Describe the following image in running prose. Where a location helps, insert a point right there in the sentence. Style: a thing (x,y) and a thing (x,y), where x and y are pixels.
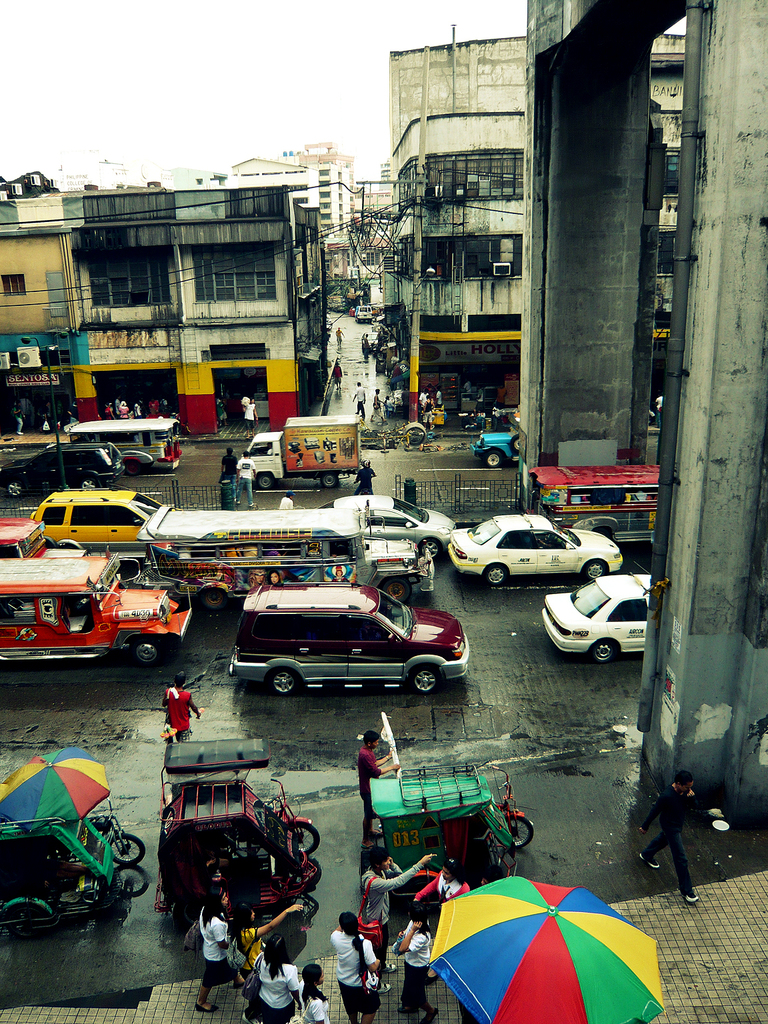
In the image we can see there are vehicles (398,618) on the road (558,589). We can even see buildings (287,268). There are people (310,965) walking and some of them are standing, they are wearing clothes (395,884). Here we can see umbrellas (78,778), road (88,699), fence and the sky (182,93).
